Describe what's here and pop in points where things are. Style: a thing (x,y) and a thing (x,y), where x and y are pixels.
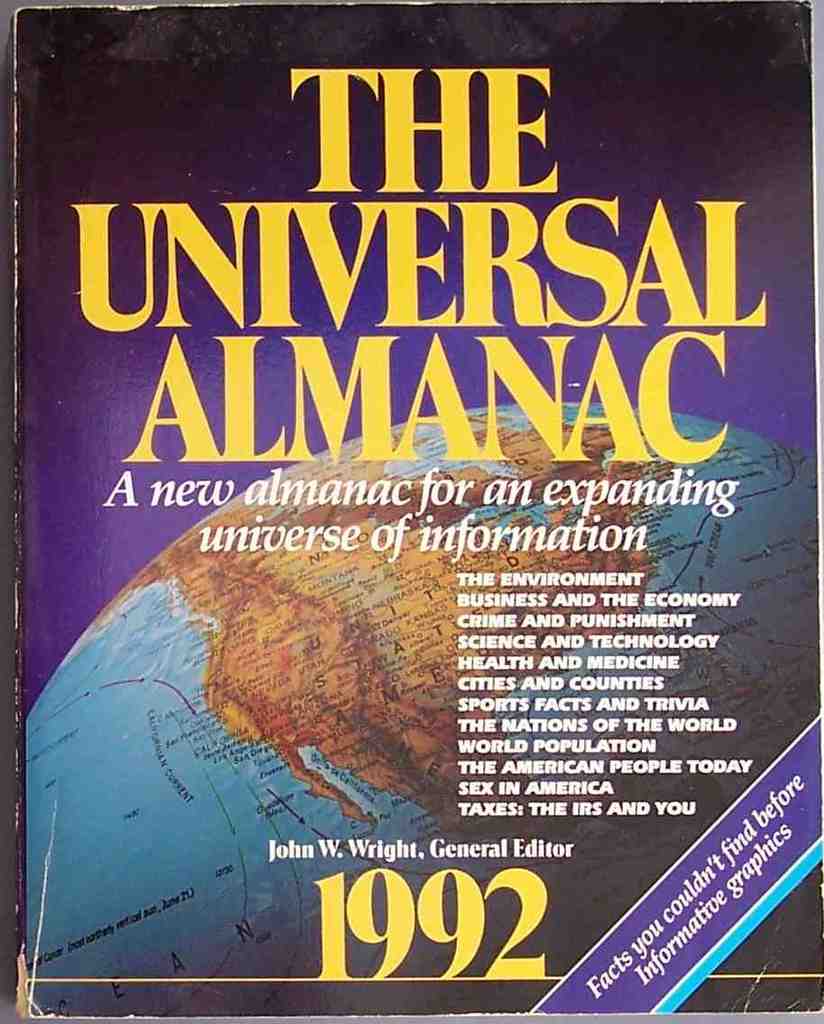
in this image we can see a cover (437,591) of a book (507,480) with some text (632,641) and some numbers (430,909) on it.
